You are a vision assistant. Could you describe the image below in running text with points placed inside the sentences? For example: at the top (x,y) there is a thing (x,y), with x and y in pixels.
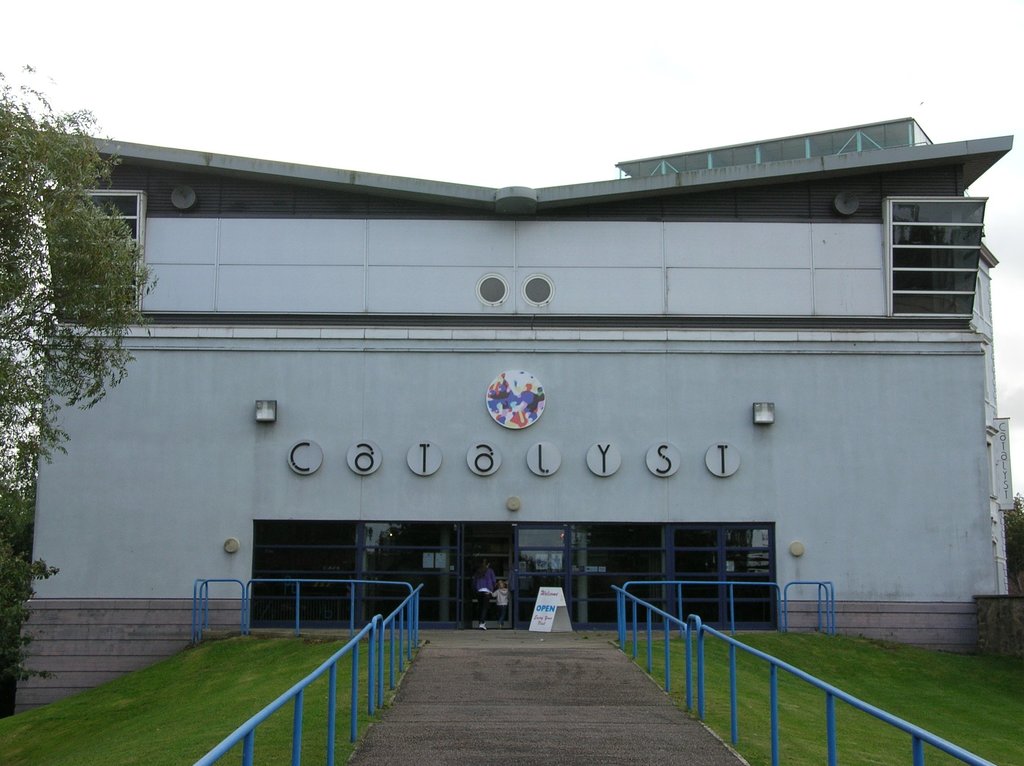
In this picture we can see a building (403,428) with a name board (314,464), door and an object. In front of the building (468,588), there are railings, a path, two persons (492,593) and grass (247,708). On the left (10,527) and right side of the image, there are trees (24,415). At the top of the image (403,79), there is the sky (422,130). There are street lamps (270,411) attached to the wall (458,436) of a building (409,436).
